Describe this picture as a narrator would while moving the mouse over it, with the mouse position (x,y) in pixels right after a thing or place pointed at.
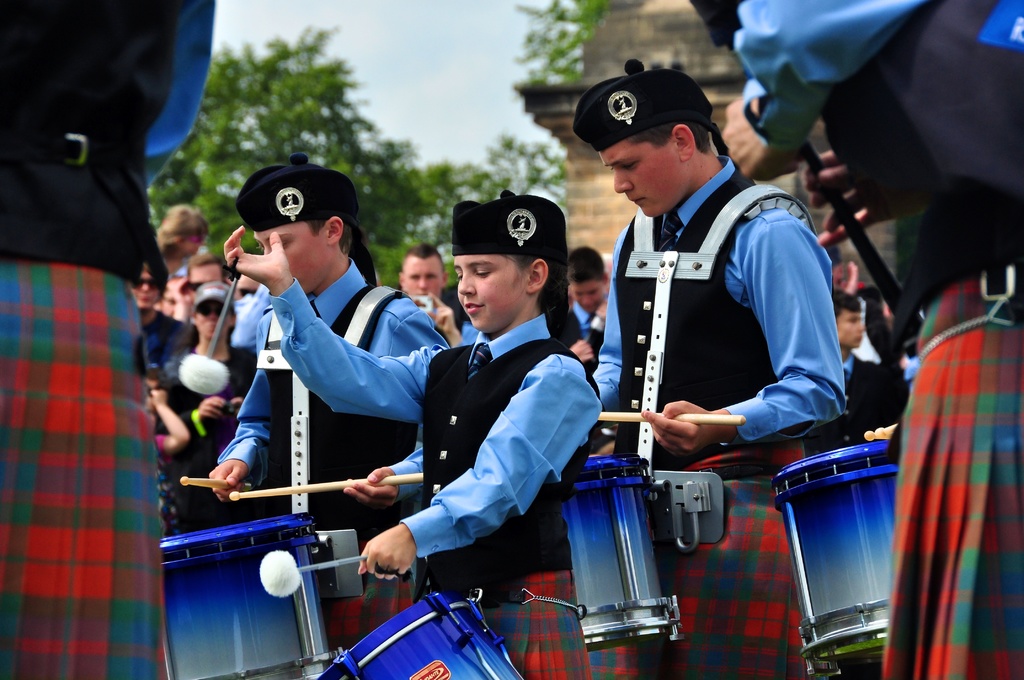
There are few people (358,277) wearing caps (468,205) and playing drums (591,516). In the back (424,274) there are many people (428,255). In the background (347,84) there are trees (296,77) and sky (446,38).
